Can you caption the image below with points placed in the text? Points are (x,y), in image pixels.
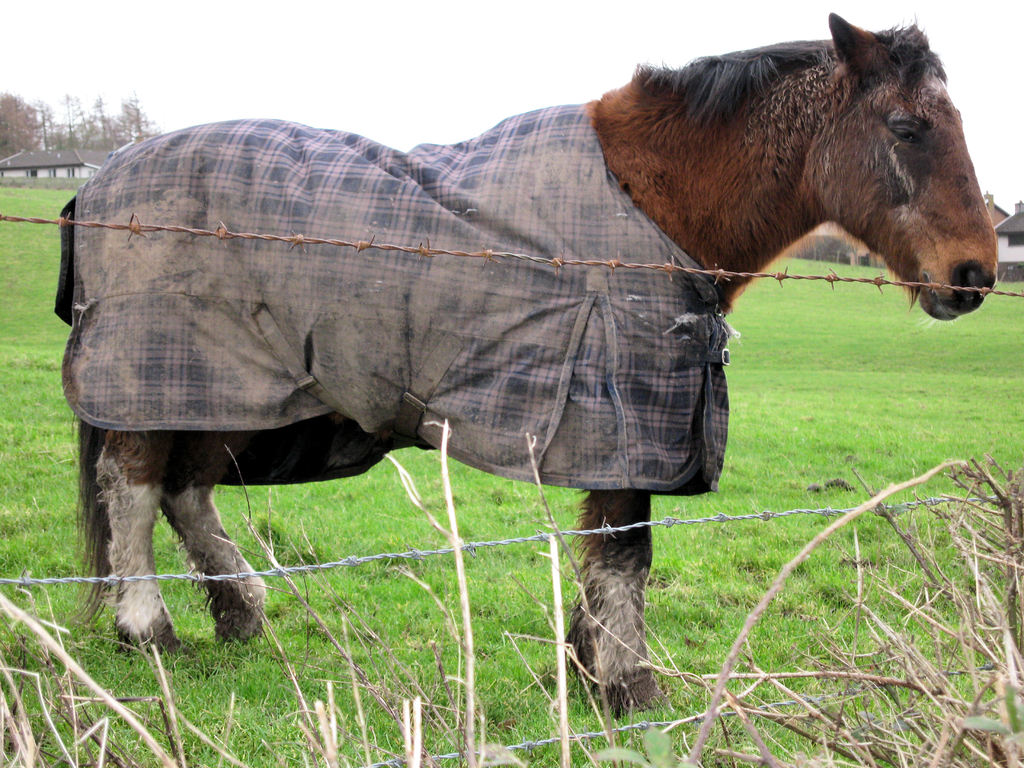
This image consists of a horse (756,203) in brown color. At the bottom (462,685), there is green grass (253,642). To the left (57,159), there is a house (69,162).
